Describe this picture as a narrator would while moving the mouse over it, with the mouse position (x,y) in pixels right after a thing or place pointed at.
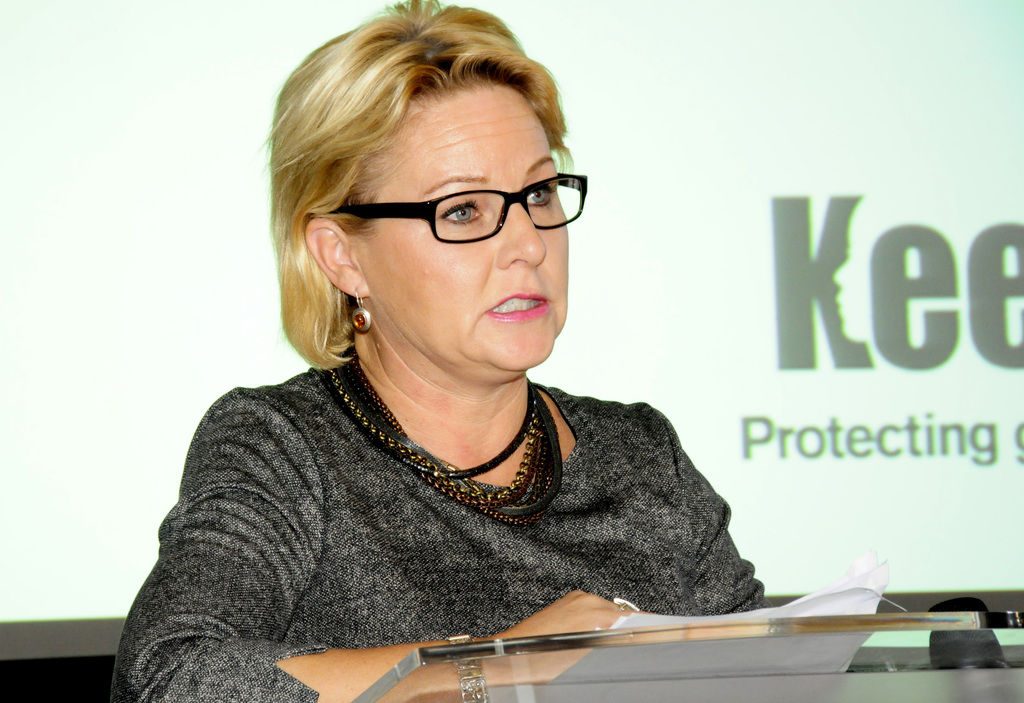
In this image I can see a woman (412,152) visible in front of a glass table (648,653), in the background (20,141) might be the wall (790,164), on the wall (834,275) there is a text (834,281).
